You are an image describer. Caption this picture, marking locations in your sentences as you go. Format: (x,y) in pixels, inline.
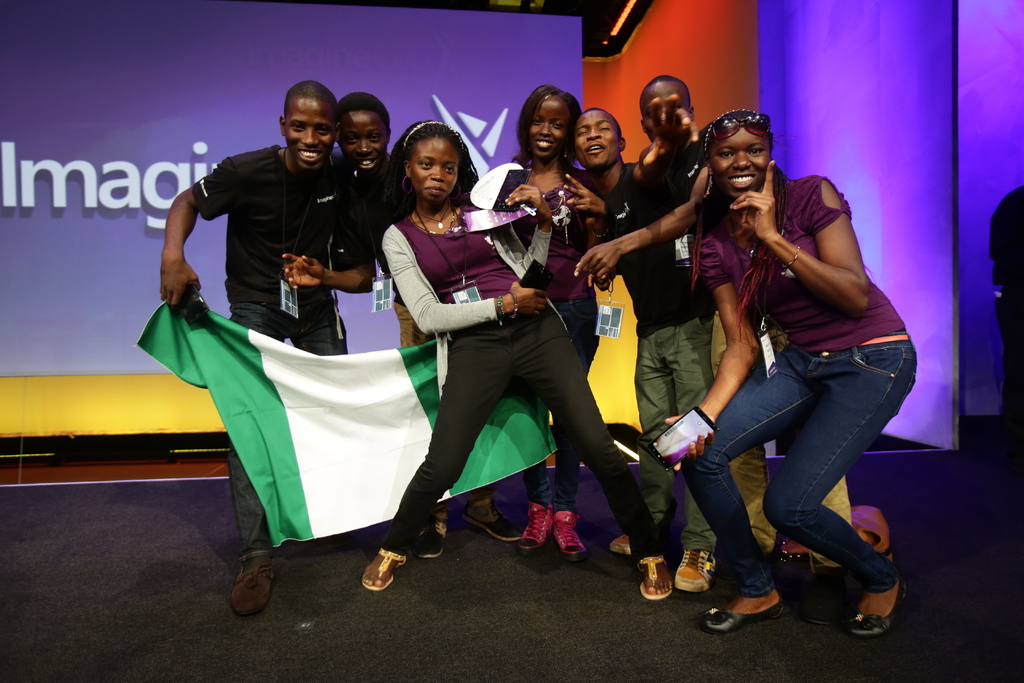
In the middle of the image (657,296) few people (175,276) are standing and smiling and holding something (242,343) in their hands (767,216). Behind them there is a wall (872,179) and screen (195,19).
